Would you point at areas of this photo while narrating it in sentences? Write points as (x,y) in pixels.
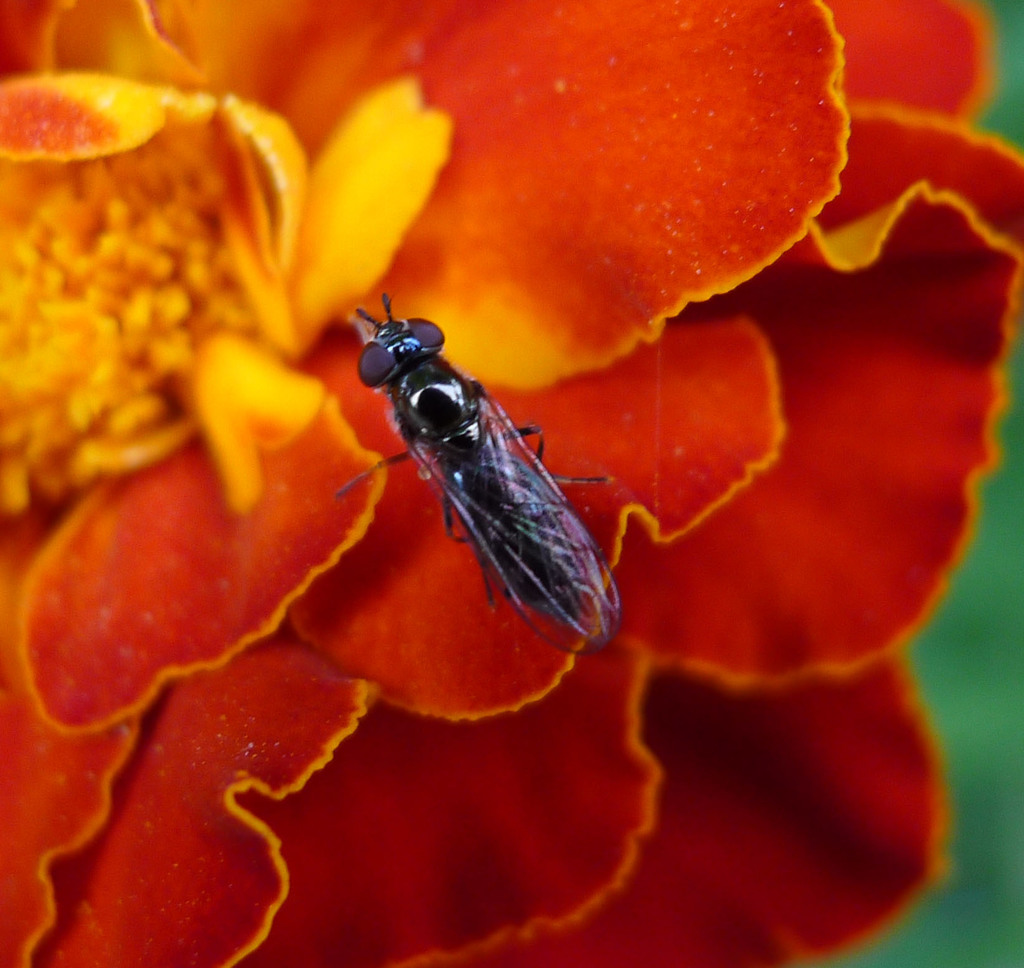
In this image in the front (331,402) there is an insect (418,398) on the flower (682,498) and the background (1012,649) is blurry.
